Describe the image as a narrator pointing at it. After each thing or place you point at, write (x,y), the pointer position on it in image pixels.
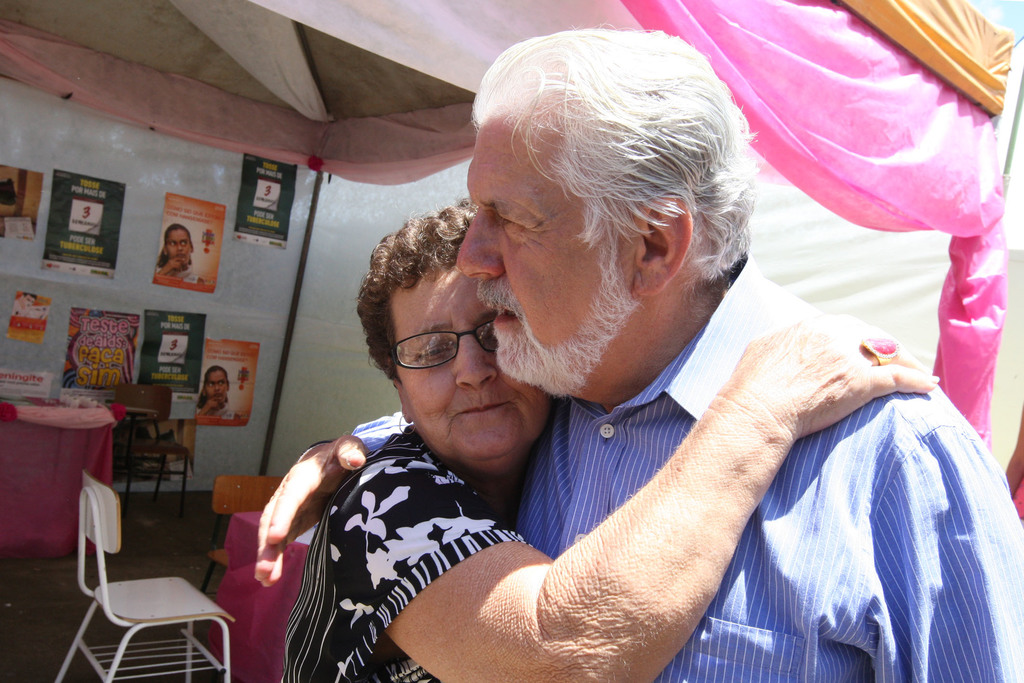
There are two persons (533,482) hugging each other and there are some posters (193,267) in the background (92,224).
